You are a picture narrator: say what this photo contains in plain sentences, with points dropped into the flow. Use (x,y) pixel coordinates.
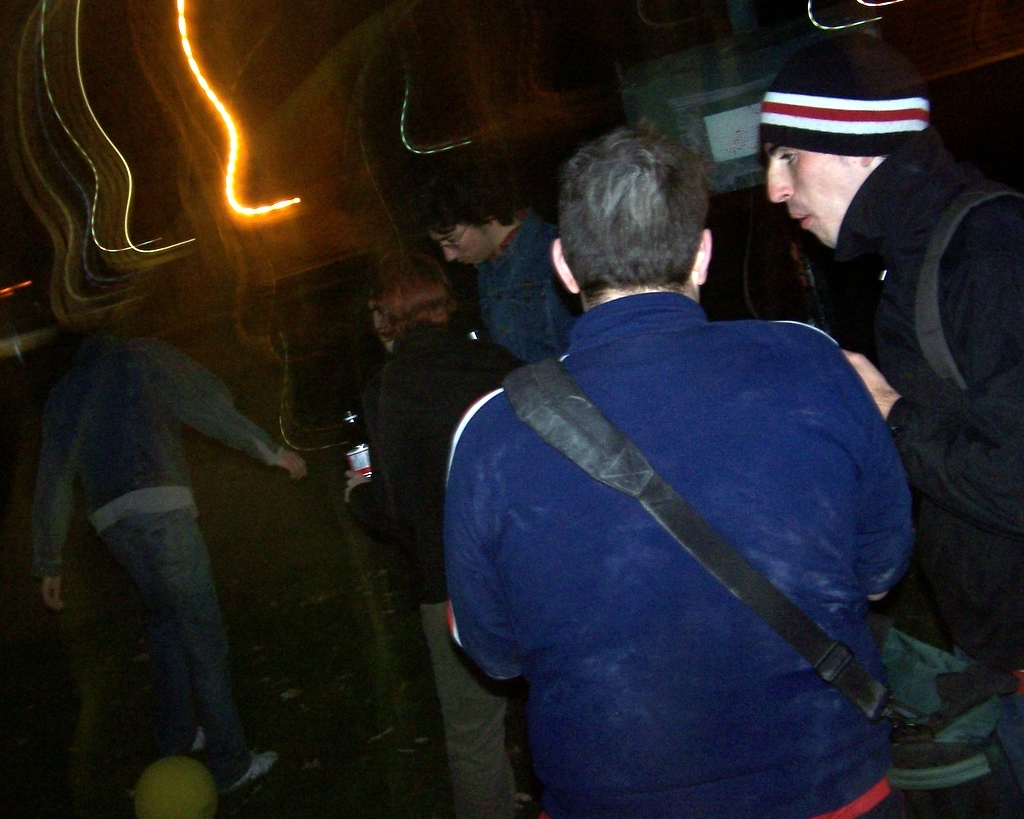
In this picture we can see a few people (437,439) on the right side (687,632). There is a person (365,390) holding a cup (370,455) in the hand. We can see a ball (150,783) and a person (103,488) on the path (260,697). There are a few decorative objects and lights (227,158) are visible in the background (63,114).
